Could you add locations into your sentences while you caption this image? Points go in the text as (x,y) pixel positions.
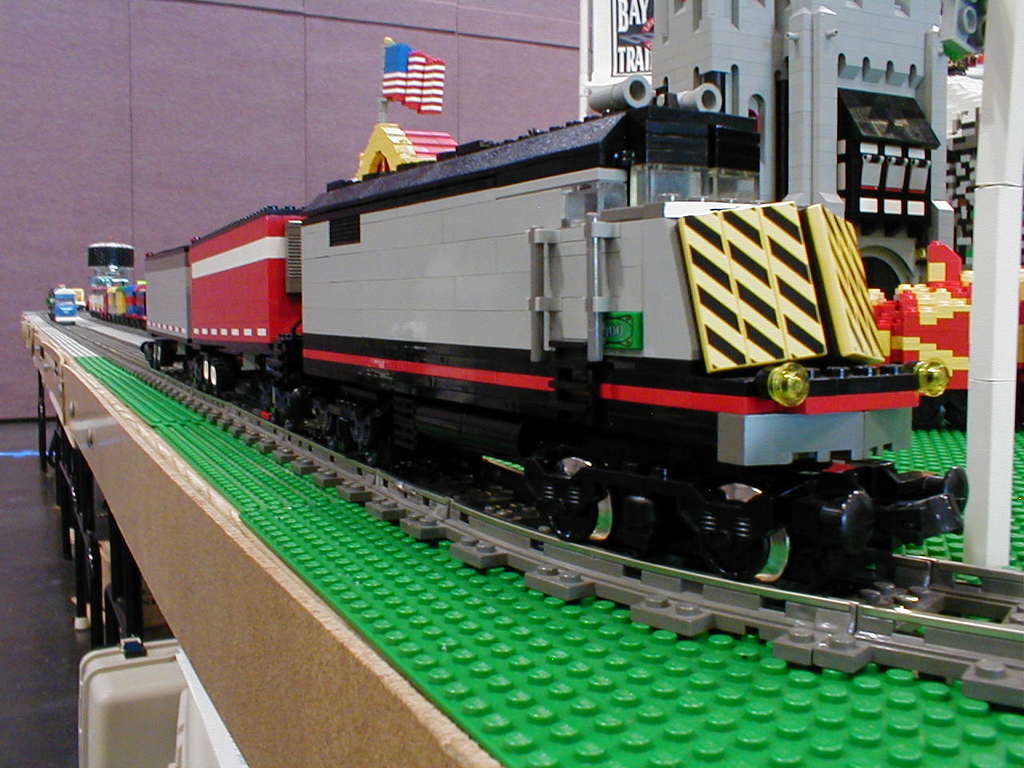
In this picture I can see the model (347,331) of the train (554,396) and railway track (436,474) which are kept on the table (355,722). In the back (177,119) I can see the wall (168,138).
